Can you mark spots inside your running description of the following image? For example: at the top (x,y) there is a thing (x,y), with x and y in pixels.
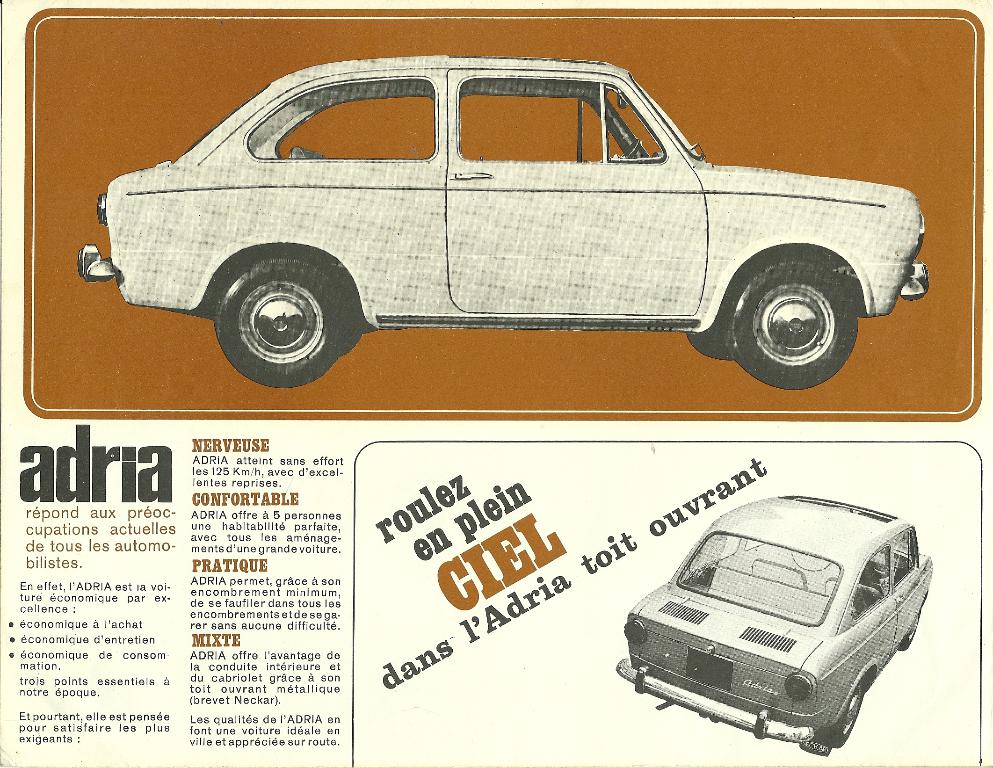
In this image we can see depictions of cars (810,507) and there is some text (205,628).
